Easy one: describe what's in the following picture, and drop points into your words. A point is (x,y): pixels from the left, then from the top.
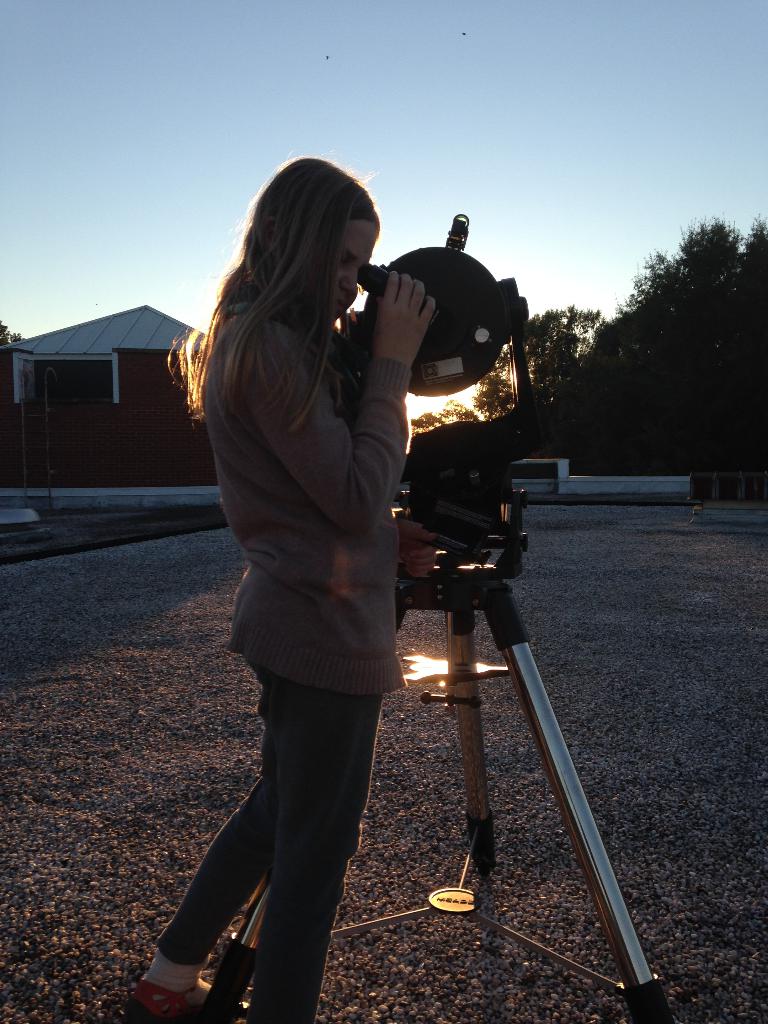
In this picture there is a girl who is standing in the center of the image (269,367), she is watching in a telescope (370,274) and there are houses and trees (737,466) in the background area of the image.
